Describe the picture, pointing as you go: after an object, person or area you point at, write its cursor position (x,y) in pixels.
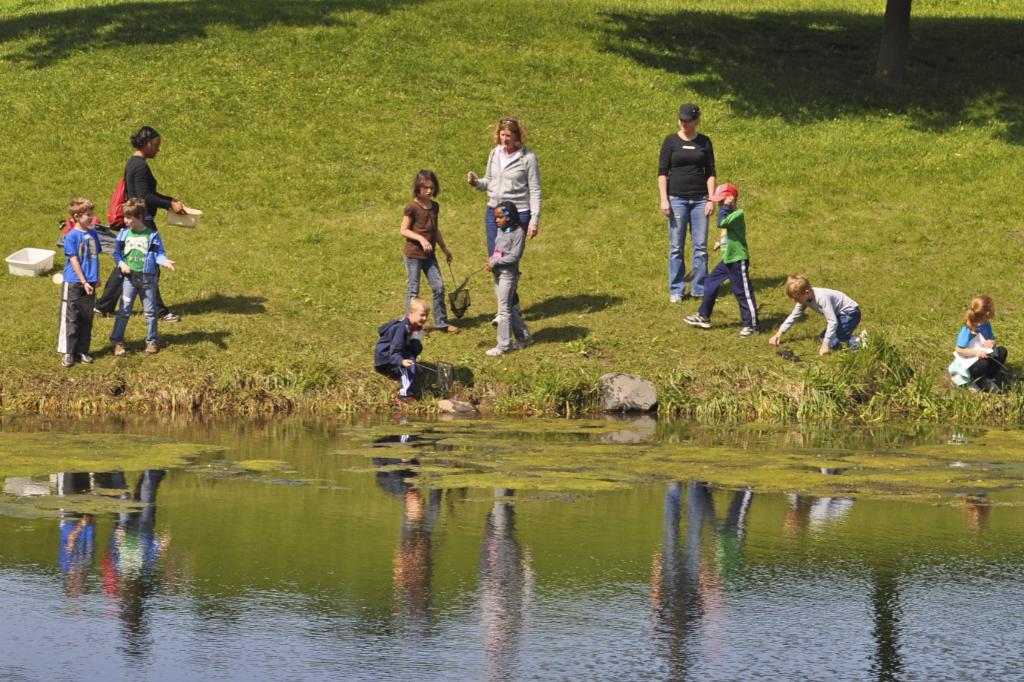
In this image I can see group of people (413,278) standing on the grass (626,272), in front (496,256) the person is wearing gray shirt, gray pant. Background (397,84) I can see grass (198,165) in green color.
